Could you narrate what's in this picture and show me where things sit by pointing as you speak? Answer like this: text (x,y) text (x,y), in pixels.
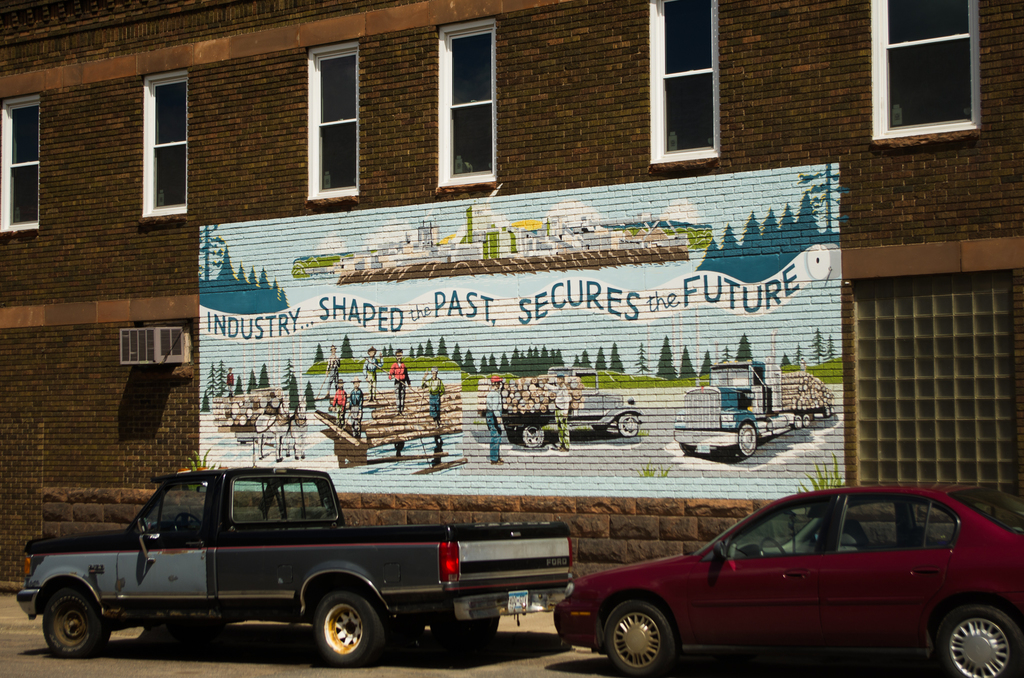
In this image, we can see an art (684,330) on the wall (363,402). There are some windows (314,65) at the top of the image (25,124). There are vehicles (669,588) at the bottom of the image (412,617).
